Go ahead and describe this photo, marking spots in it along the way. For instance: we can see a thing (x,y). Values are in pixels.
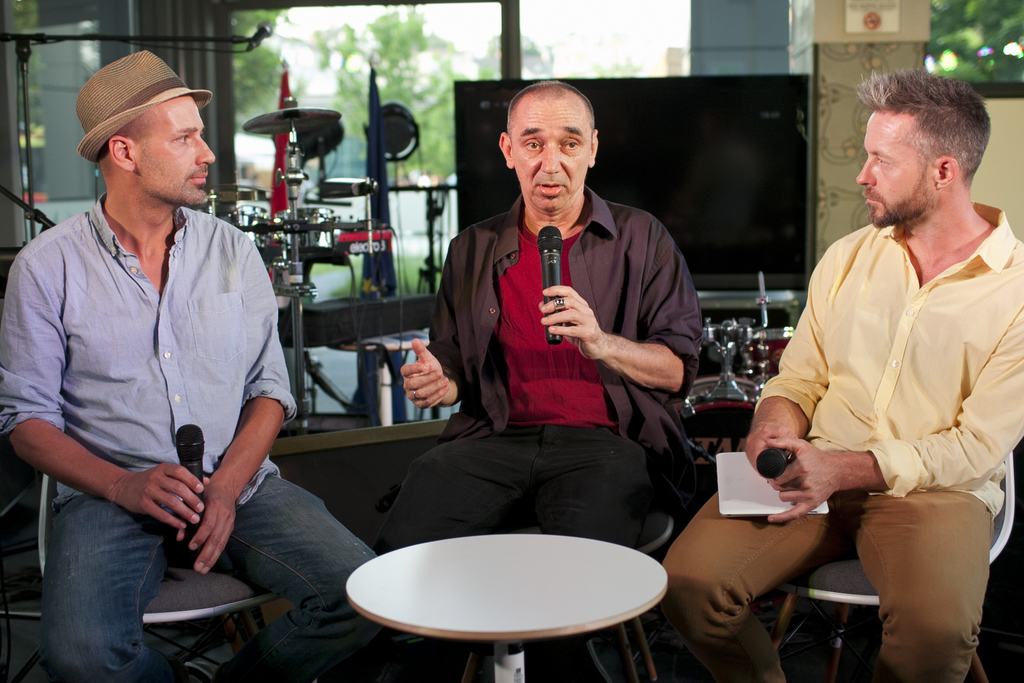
In this image there are three persons (836,412) who are sitting on a chair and they are holding mikes (767,453) and in the center (536,390) the person (512,385) who is sitting and he is talking, and on the background (699,124) there is one television (483,105) and some drums (314,210) are there and one mike (257,32) is there on the top (268,26). And on the background (426,29) there are some trees (349,27) and one glass window (324,33) is there and on the bottom (541,597) there is one table (499,578).
